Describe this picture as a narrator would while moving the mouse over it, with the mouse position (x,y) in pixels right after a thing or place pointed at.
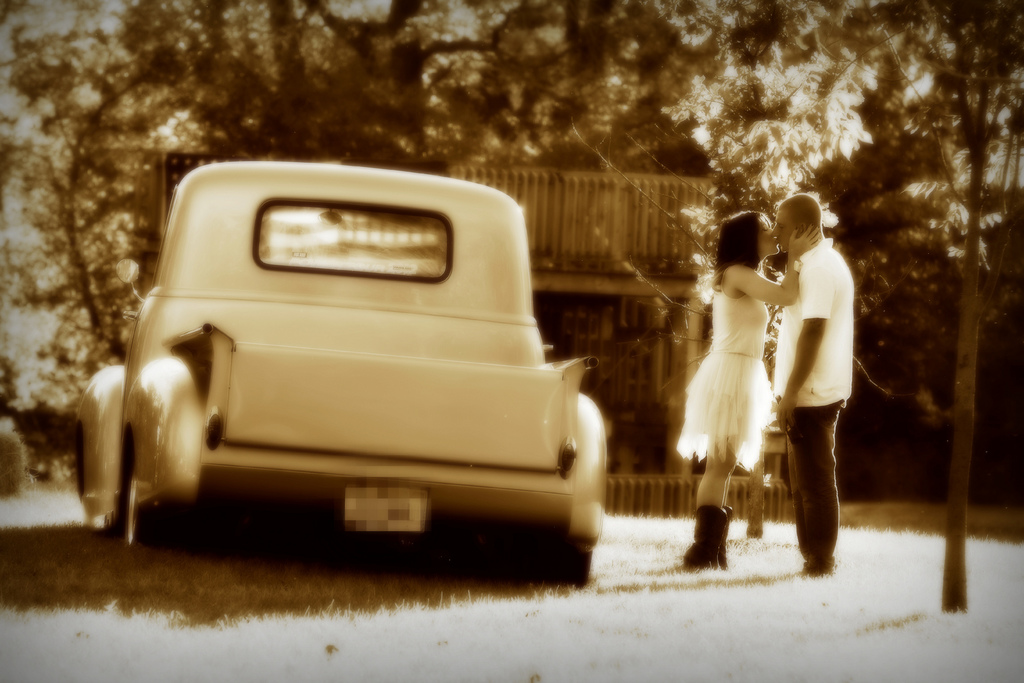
In this image I can see grass (723,642), a car (374,394), number of trees (790,99) and here I can see two persons (713,309) are standing.
